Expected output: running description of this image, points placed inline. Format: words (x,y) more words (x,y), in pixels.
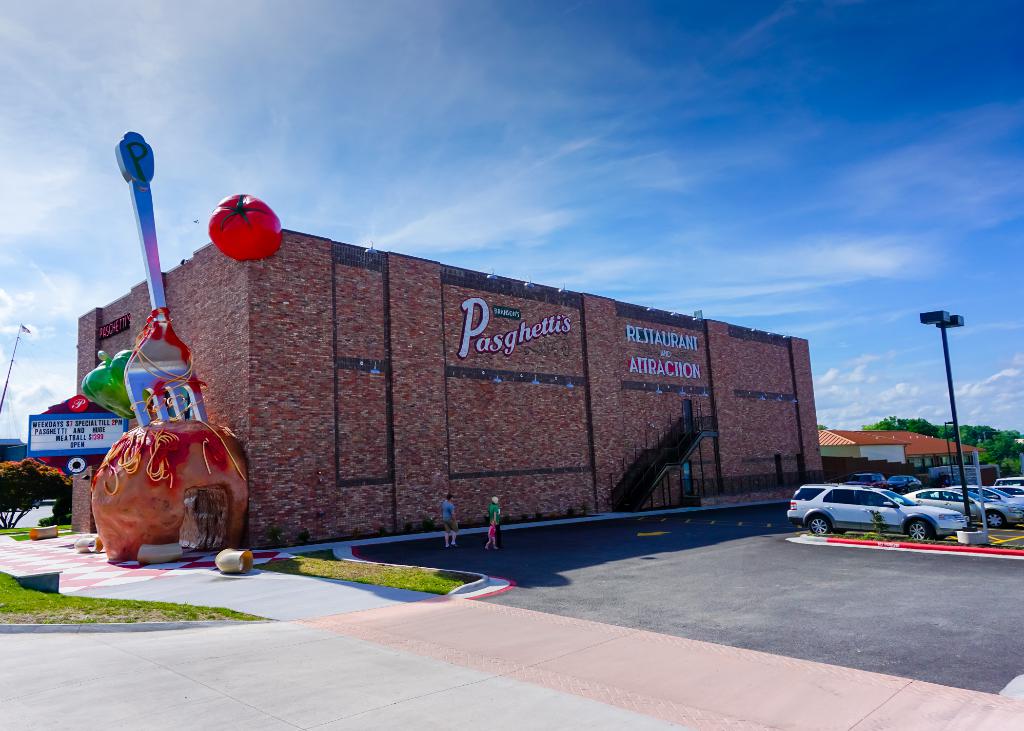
In this image we can see a building (336,508) and there are some objects (254,199) which looks like statues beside the building (530,514) and we can see a few people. There are some vehicles (925,501) parked on the right side of the image (951,503) and there is a pole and we can see a house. There are some trees (49,472) and at the top (363,33) we can see the sky (742,109).
